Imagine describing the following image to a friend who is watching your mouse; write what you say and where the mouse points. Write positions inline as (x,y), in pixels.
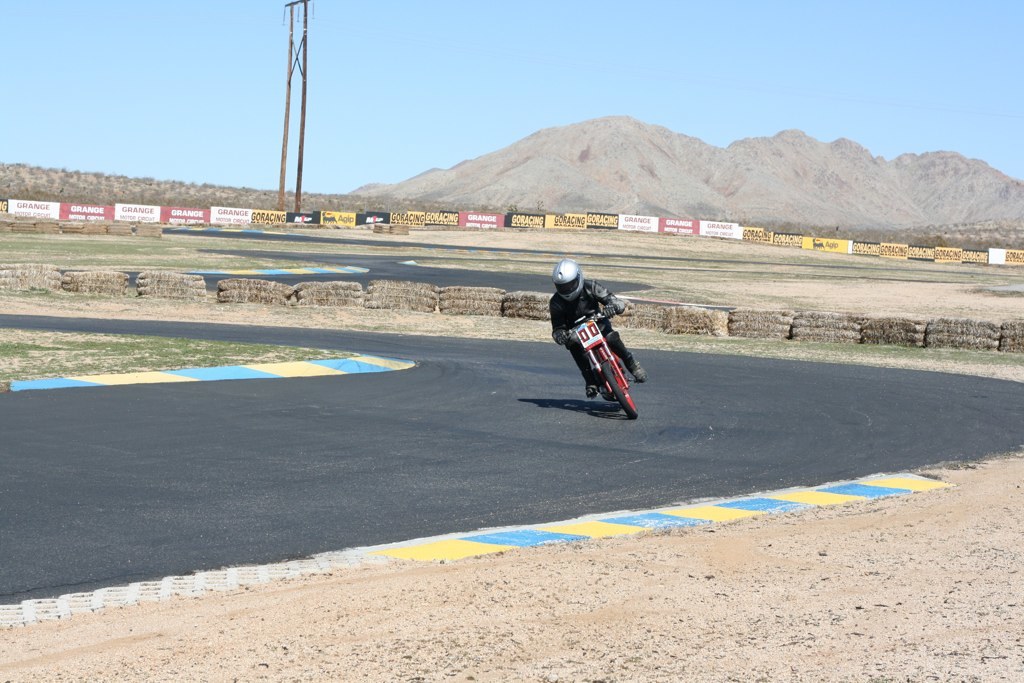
In this image we can see a person (587,294) riding motor vehicle (605,378) on the road (256,489), hills (563,168), advertisement boards (391,213), poles (305,3) and sky (299,109).
